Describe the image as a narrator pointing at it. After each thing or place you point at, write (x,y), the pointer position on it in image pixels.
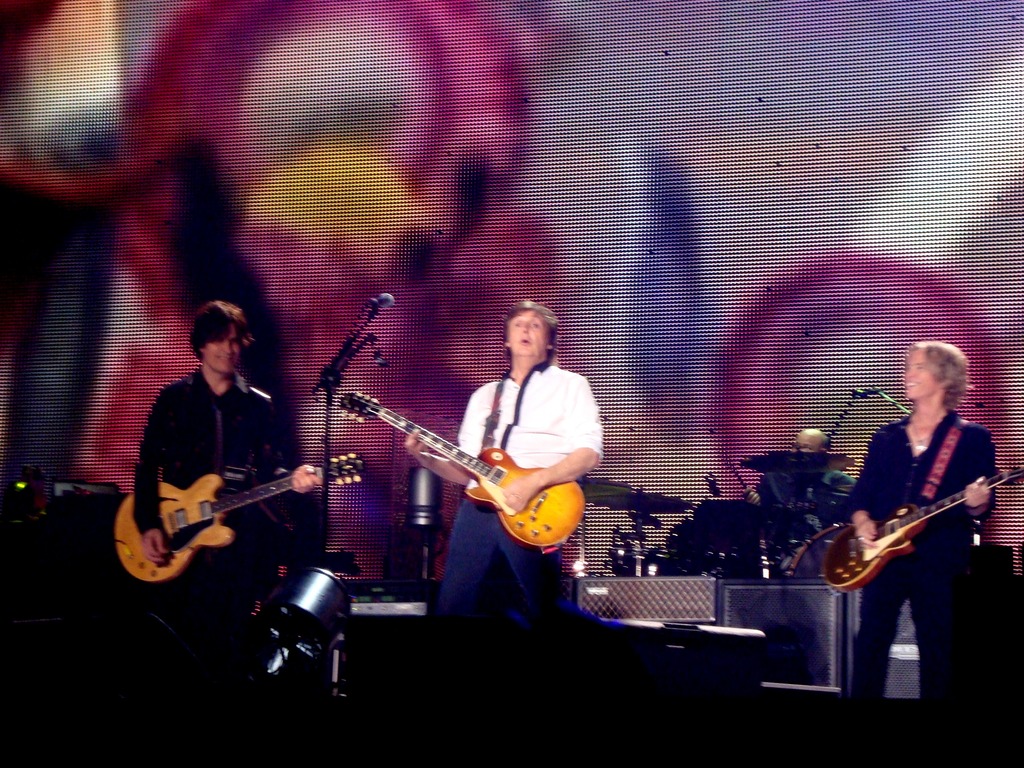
In this image, a person (417,435) is holding the guitar (421,436) in the right hand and playing it, this person (239,432) is holding the guitar (222,473) and smiling. In the background (792,478) there is a man (767,496) playing the drum set (721,521) and in the background (585,114) there is a screen (375,136).
